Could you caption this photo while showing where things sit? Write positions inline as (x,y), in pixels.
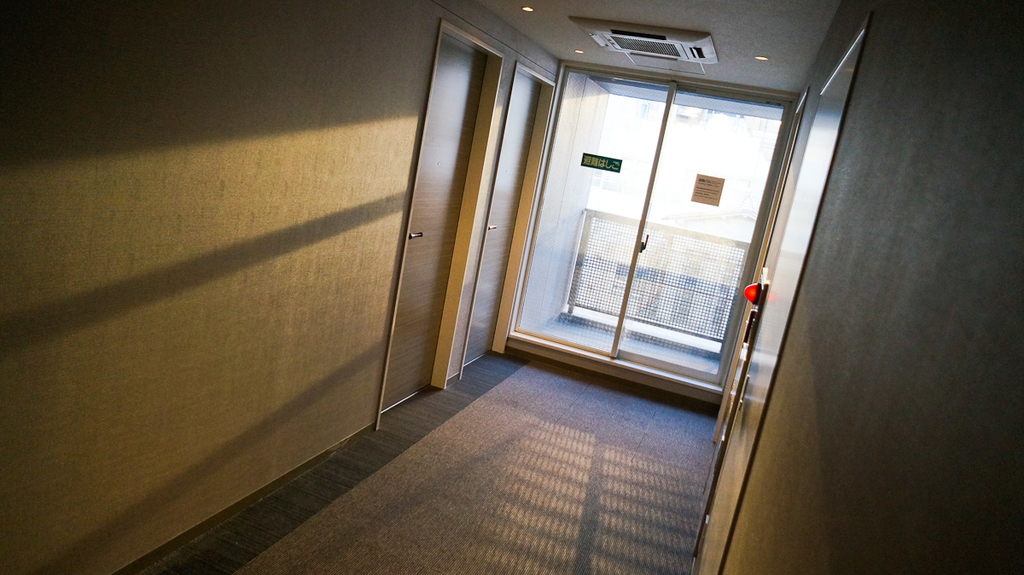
In this picture I can see there is a veranda (432,415) and there are few doors (423,255) at the left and right side (760,344). There is another back door (633,306), there is another door (646,280) and there is a balcony (631,226).
